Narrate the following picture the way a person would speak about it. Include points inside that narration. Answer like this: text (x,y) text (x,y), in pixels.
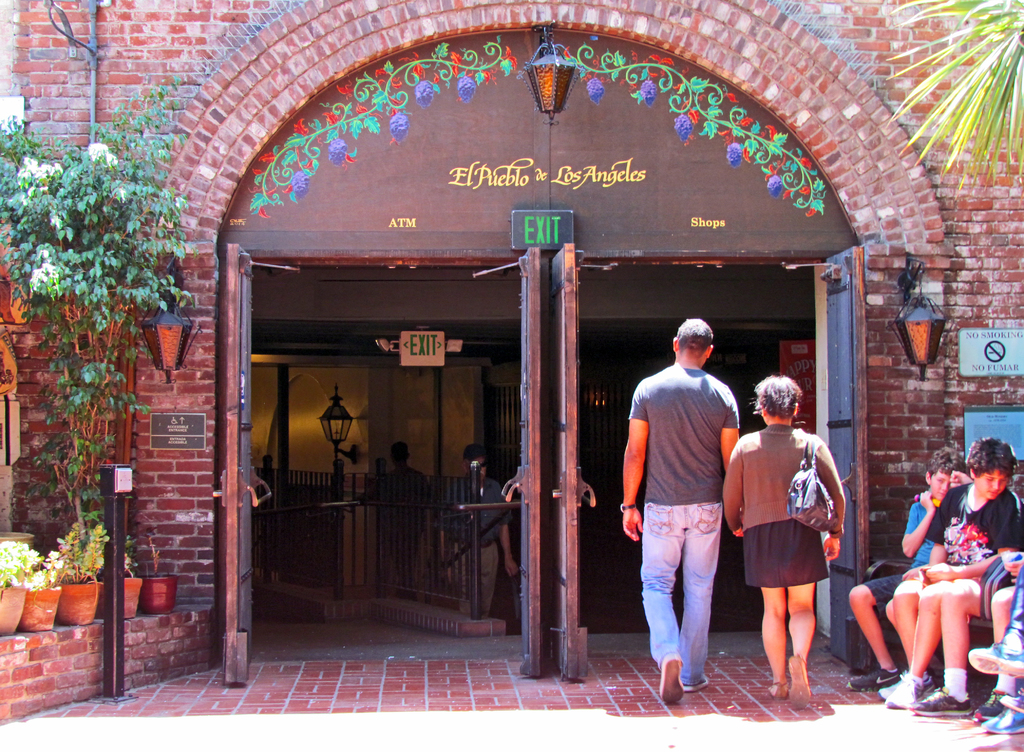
In this image I can see the ground (456,700), few persons (896,613) sitting and two persons (758,487) are standing. I can see few flowers pots (58,594) with plants (75,550) in them, the black colored poles (114,541), a tree (87,150) with white colored flowers (58,167) and a building (180,72) which is made of bricks (215,55) which is brown in color. I can see the entrance door (486,521) through which I can see the railing (456,515), a pole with a light (336,402) on top of it and few persons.
